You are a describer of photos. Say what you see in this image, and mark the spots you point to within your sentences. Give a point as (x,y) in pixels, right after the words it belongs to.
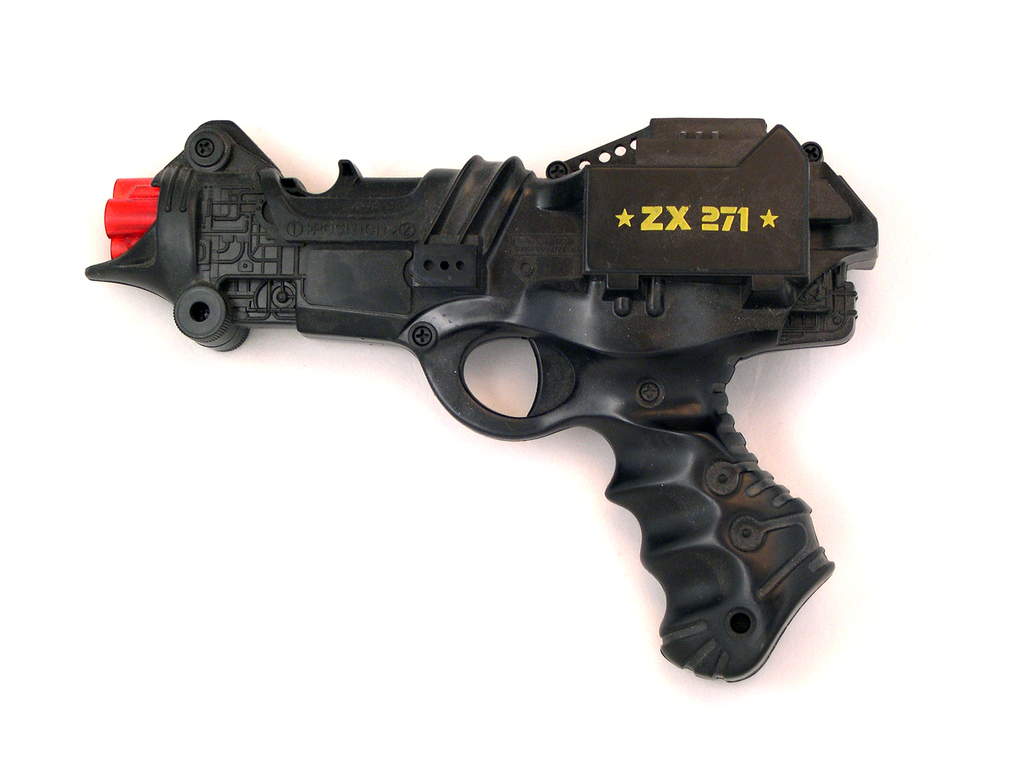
In the picture we can see a toy gun (292,291) which is black in color and written on it as ZX 271.
